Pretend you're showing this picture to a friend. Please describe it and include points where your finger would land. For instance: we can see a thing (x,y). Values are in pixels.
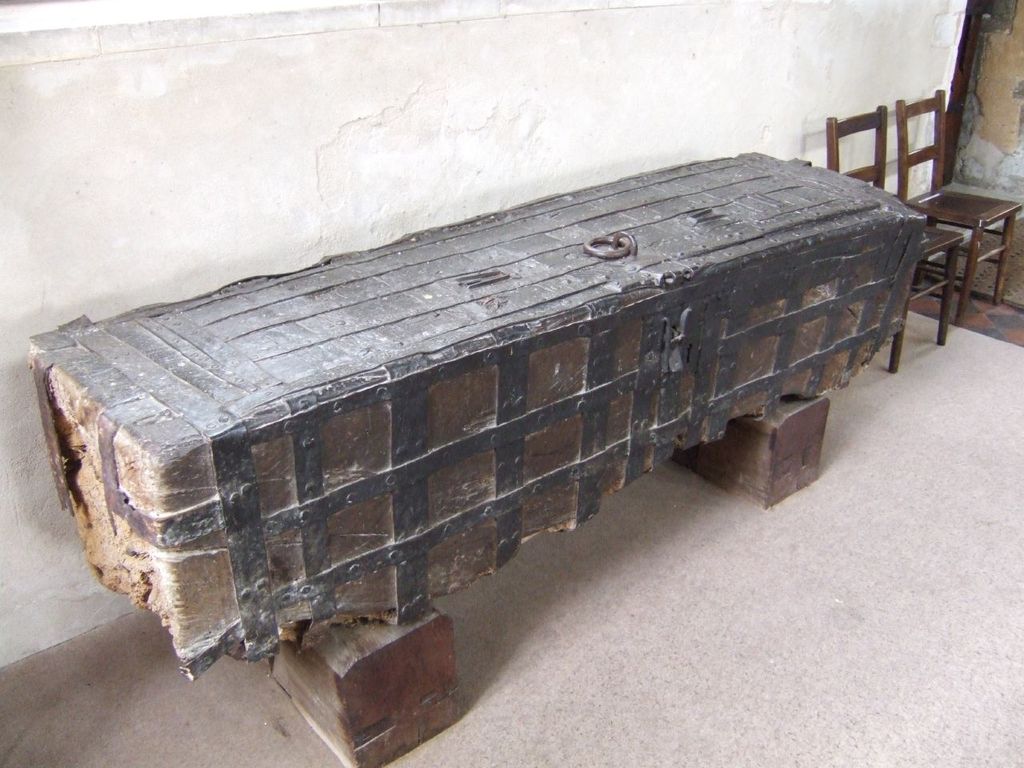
In this image we can see a wooden trunk (591,305), chairs (940,141), wall (971,178) and floor (770,626).
